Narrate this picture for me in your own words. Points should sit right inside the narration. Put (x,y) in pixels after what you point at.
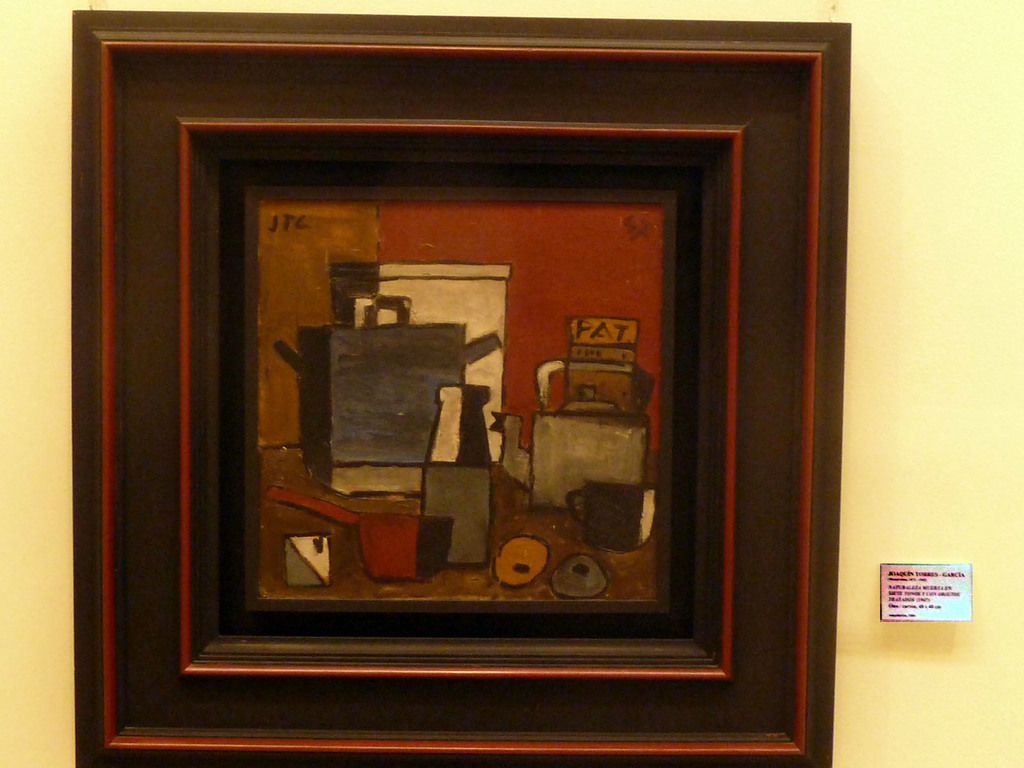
In the center of the image (430,412) we can see a photo frame (413,275) is present on the wall (876,501). On the right side of the image (958,610) we can see a board (927,583).
